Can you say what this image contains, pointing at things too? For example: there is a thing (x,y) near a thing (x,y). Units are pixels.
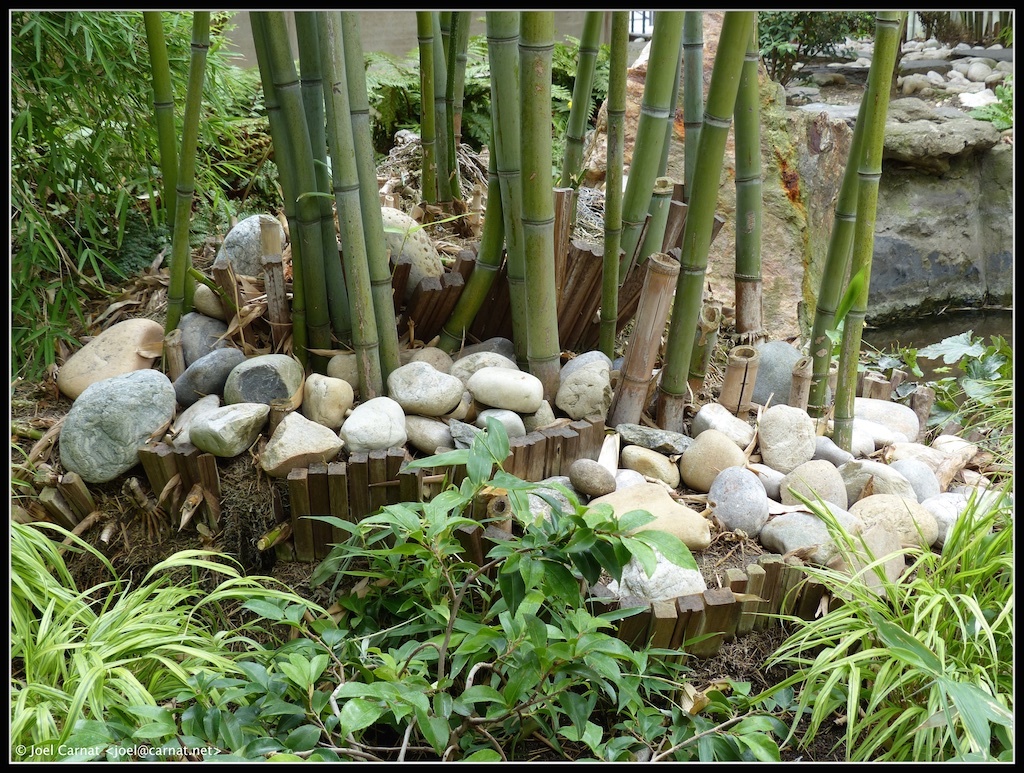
In this image we can see some plants (555,599) and there are some stones (786,493) around the plants (611,106). On the right side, we can see a pond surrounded with plants (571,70).
